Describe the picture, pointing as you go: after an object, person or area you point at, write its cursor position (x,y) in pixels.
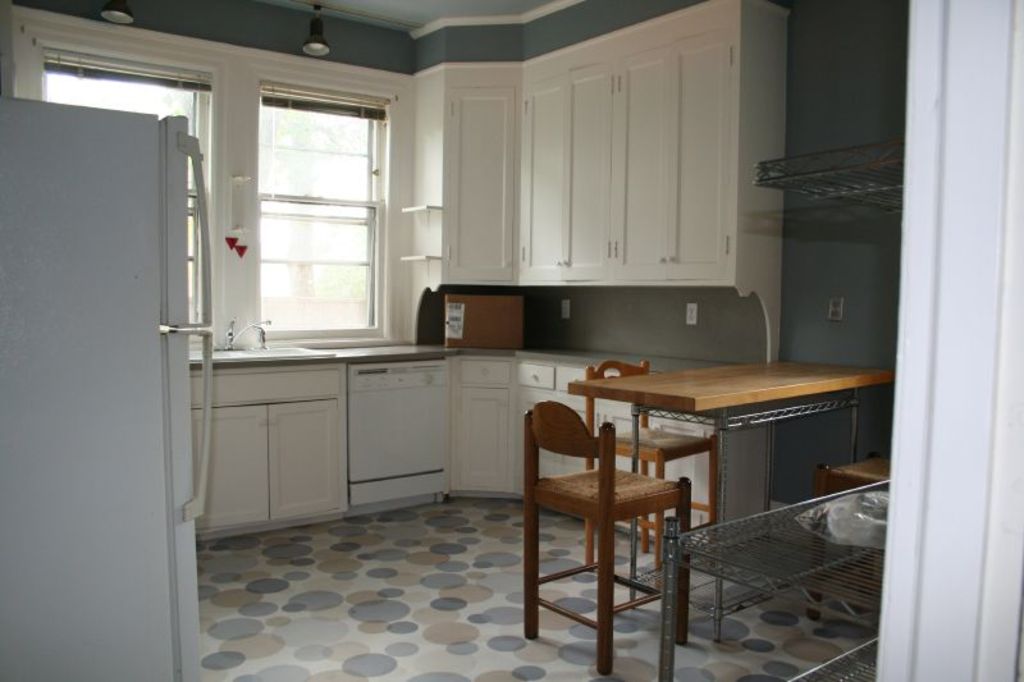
This image is taken in a kitchen (547,363). On the left (177,360) there is a refrigerator (70,294) and on the right (719,414) there is a wooden table (741,391) with chairs (619,478). At the top (322,35) there is light (313,54) hangs from the ceiling (389,14). Image also consists of windows (332,199) and cupboards (568,191). Sink (293,350) and floor (379,621) is visible.
